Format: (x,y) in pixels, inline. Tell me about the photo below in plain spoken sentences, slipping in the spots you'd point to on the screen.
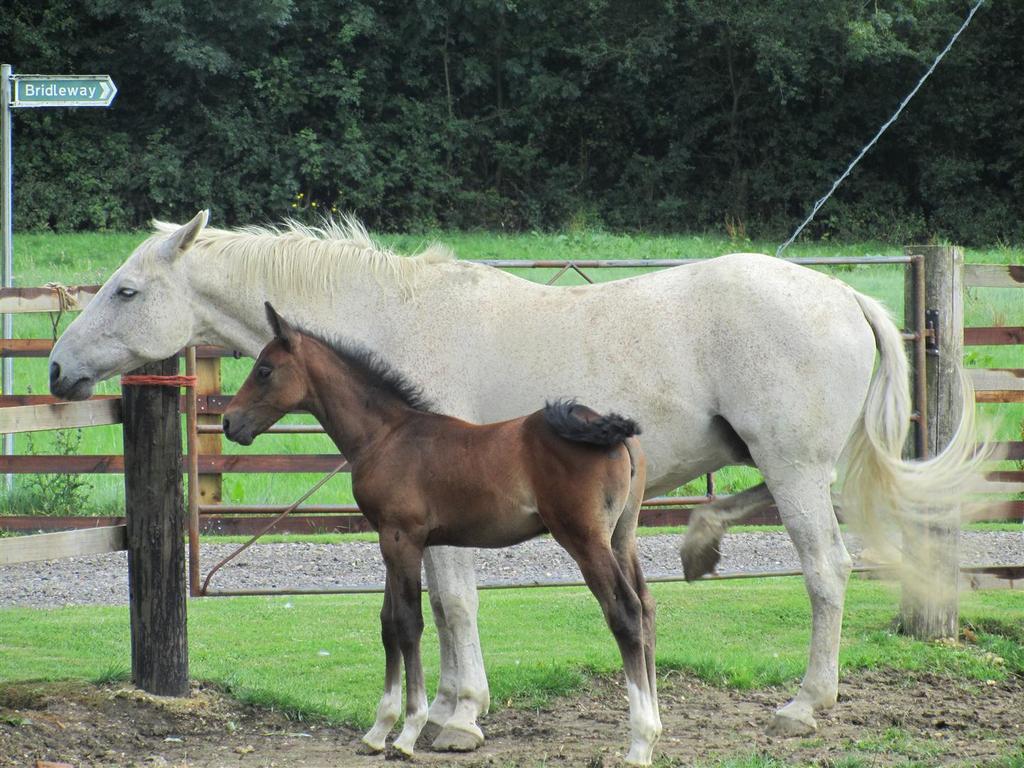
In this image in the center (671,331) there are two horses (424,550), and in the background (277,526) there is a fence (288,520). At the bottom (511,723) there is mud (157,751) and grass (283,681), and in the background (493,207) there are trees (812,198) wire (827,199). On the left side (3,89) there is pole (4,150) and board (50,91), on the board (50,91) there is text (59,91).
